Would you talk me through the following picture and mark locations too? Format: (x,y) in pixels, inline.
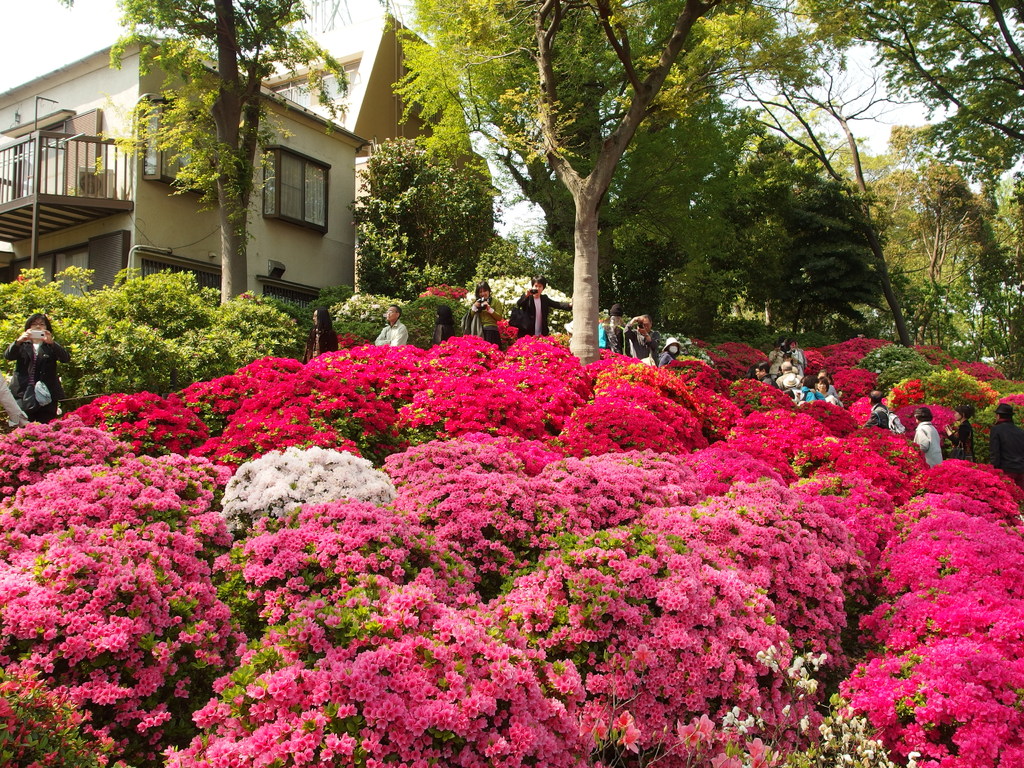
In this image I can see few flowers (311,534) in white and pink color and I can also see few people (928,447), some are sitting and some are standing. In the background (294,178) I can see the house (344,178) in cream color, trees (365,198) in green color and the sky (862,76) is in white color.
